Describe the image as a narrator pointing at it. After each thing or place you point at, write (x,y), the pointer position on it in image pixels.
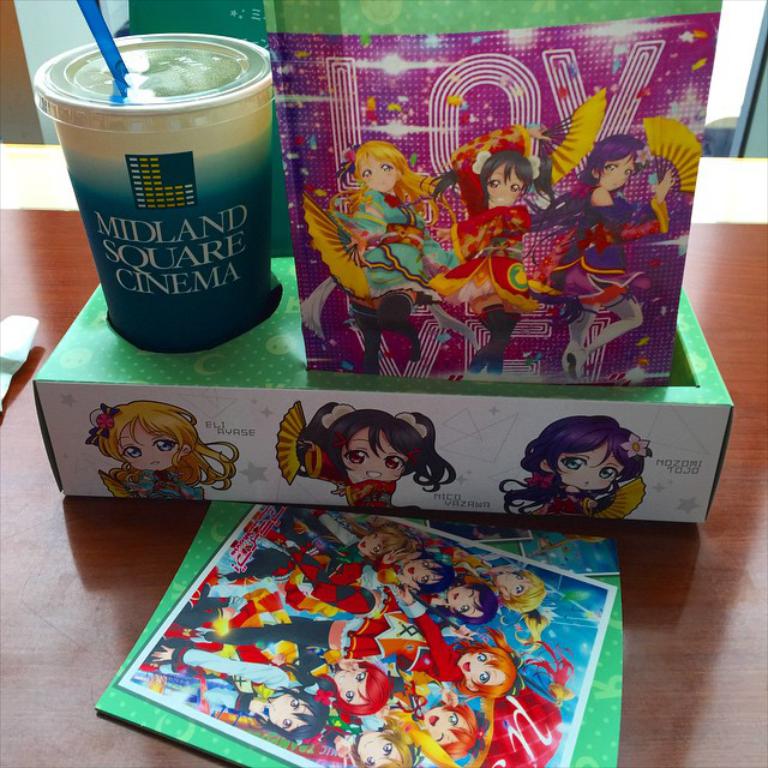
In this image I can see a glass (250,320), box (374,446) and other objects (312,344). On this objects (302,405) there are some animated people pictures (390,327). These objects (341,490) are on a wooden surface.
